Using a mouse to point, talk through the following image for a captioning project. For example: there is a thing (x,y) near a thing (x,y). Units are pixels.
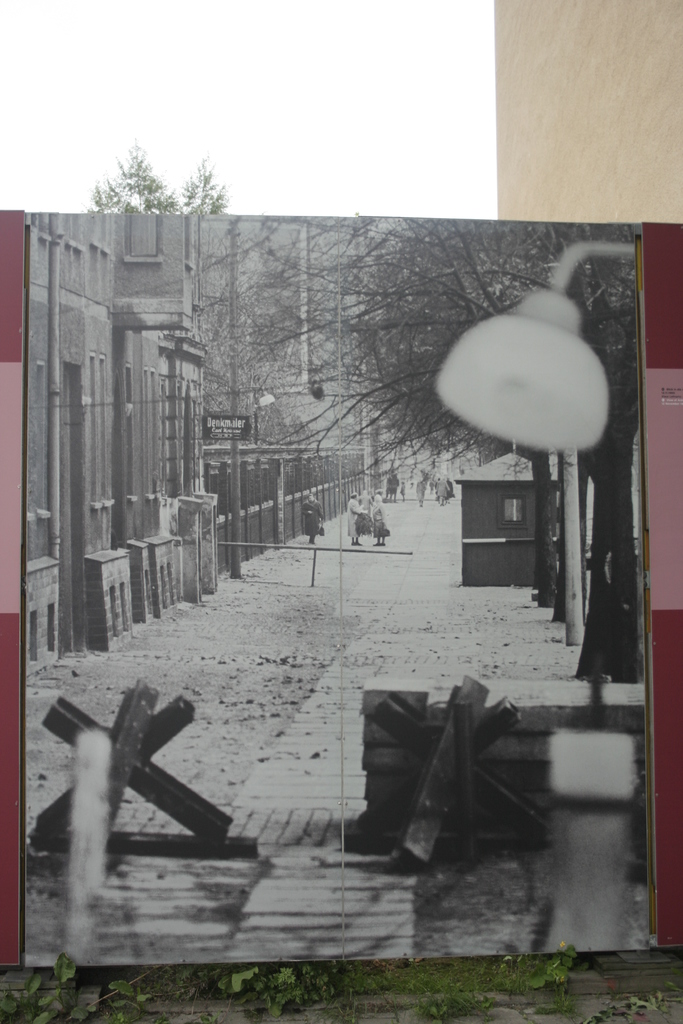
In this image in front (469,816) there is a banner (420,766). On banner (375,843) there are people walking on the road (342,618). On both right and left side of the image (76,460) there are buildings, trees (444,308), light (546,315). Behind the banner (394,286) there's a wall (605,107). There is a tree (206,162) and at the top of the image (281,72) there is sky (315,69).
